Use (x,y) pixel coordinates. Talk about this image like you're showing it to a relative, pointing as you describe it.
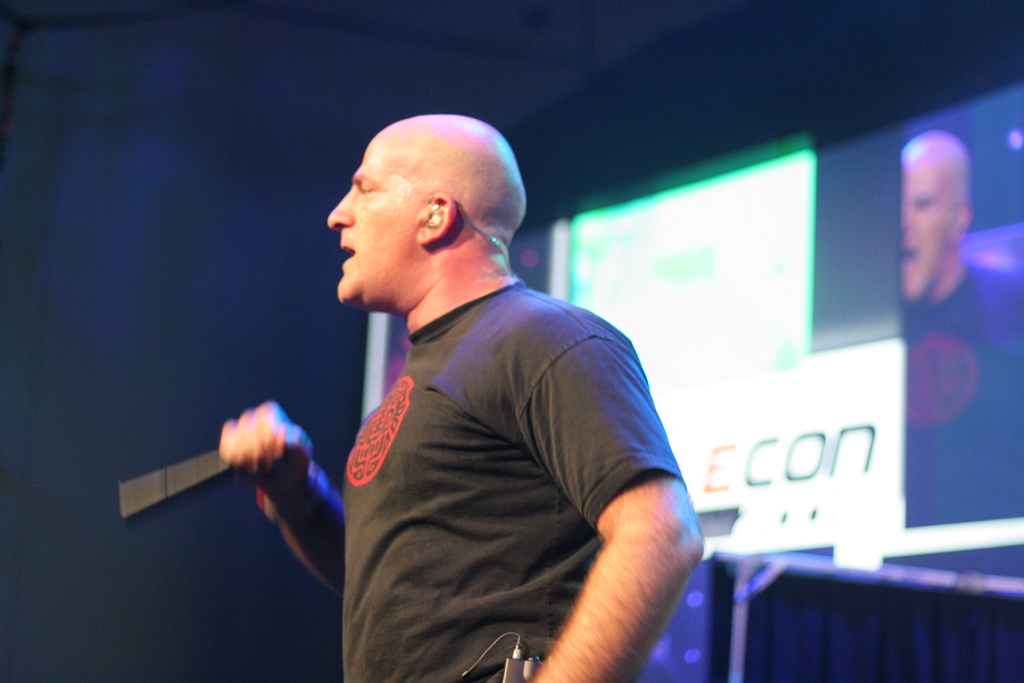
Here a man (567,350) is standing and talking in the microphone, he wore a black color t-shirt (500,460). In the right side (794,229) it is an electronic display (852,340).
